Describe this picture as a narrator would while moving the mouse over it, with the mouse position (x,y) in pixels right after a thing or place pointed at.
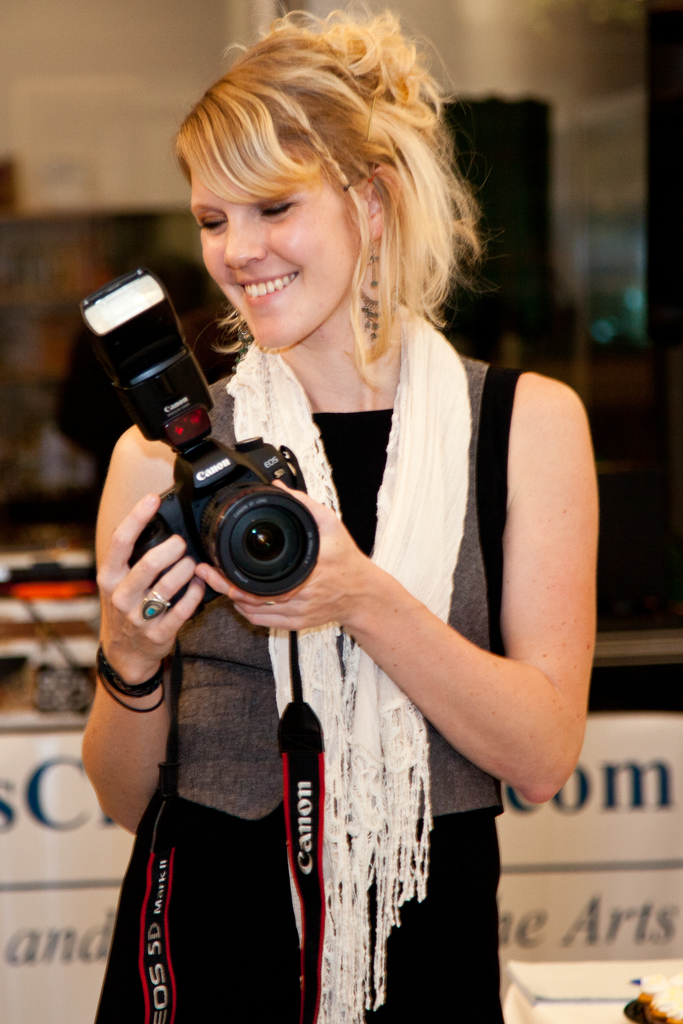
In this image i can see a woman (327,281) standing and smiling holding a camera (280,447), at the back ground (94,91) i can see a wooden cupboard (89,261), and a wall (55,146).
